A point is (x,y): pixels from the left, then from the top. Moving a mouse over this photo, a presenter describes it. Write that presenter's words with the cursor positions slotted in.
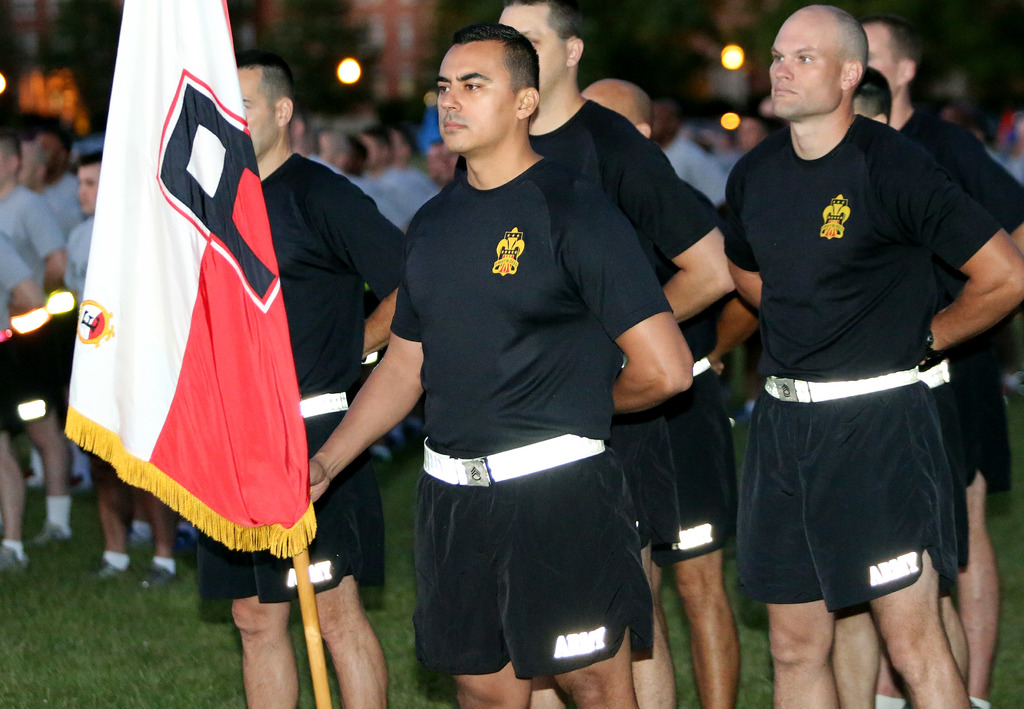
In this picture I can see few men (582,142) standing in front (542,249) and I see that they're wearing same dress (430,297) and I see a man (490,187) is holding a flag (79,437). In the background (21,440) I can see few people (670,146) and I see the grass (27,531). I can also see few lights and I see that it is blurred in the background (12,65).
